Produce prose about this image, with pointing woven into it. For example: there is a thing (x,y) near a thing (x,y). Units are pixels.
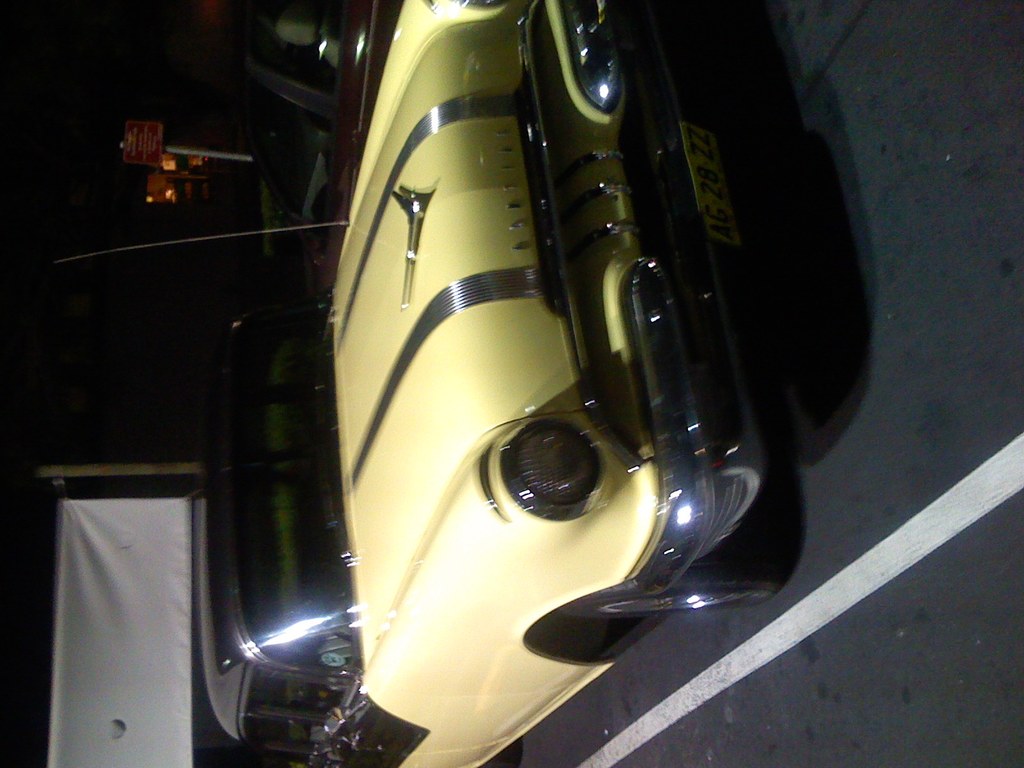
In this picture we can see a car (584,367) on the road (810,532) and in the background (163,653) we can see a banner (104,625), board (147,148), some objects (193,174) and it is dark.
